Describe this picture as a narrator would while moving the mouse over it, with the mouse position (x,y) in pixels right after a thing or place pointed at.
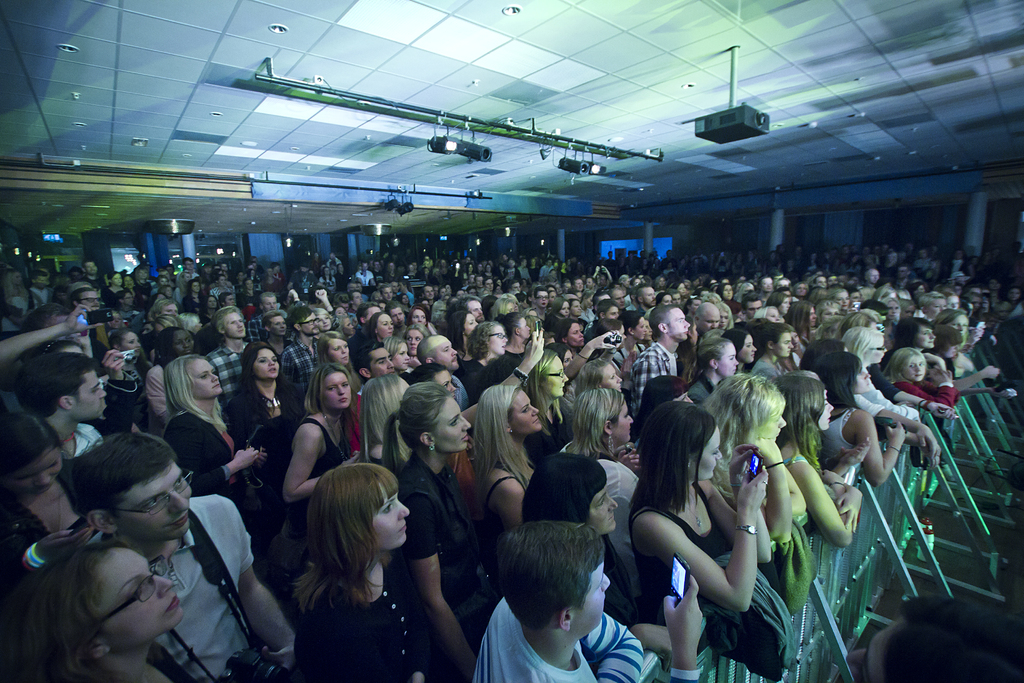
This image consists of many people (62,613) standing. On the right (852,606), we can see a fencing (803,642) made up of metal (896,532). At the top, we can see the lights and projectors (728,143). In the background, there are doors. On the right (976,227), there are pillars (971,251).
